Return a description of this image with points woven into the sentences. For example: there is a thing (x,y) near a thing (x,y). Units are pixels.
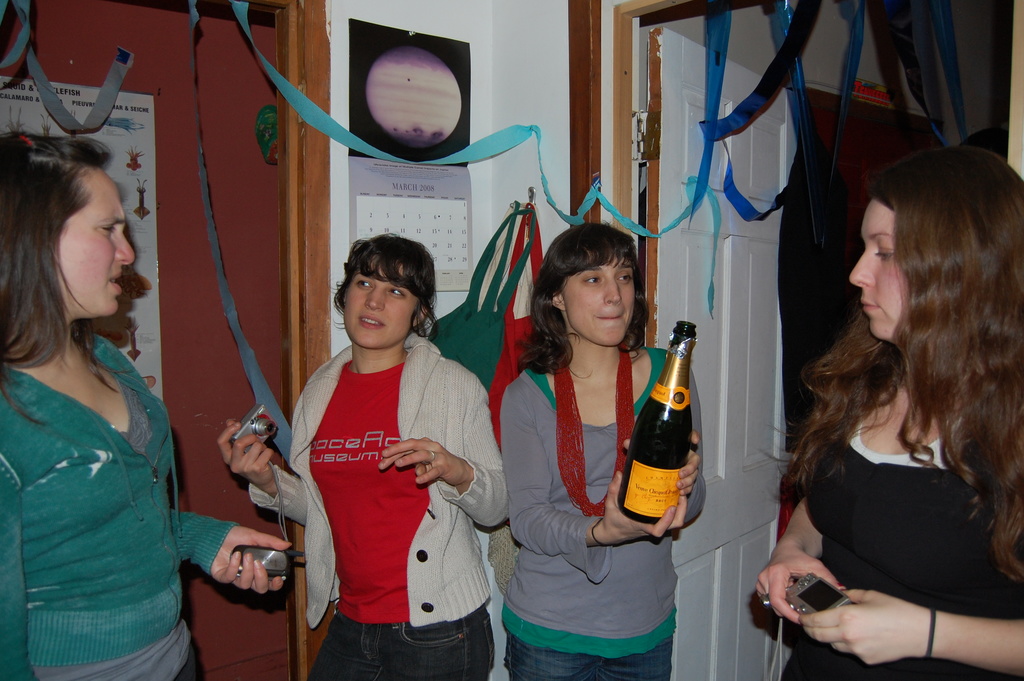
The women (94,499) in the left (110,526) is holding a mobile (242,564) in her hand (231,565) and the women (352,494) beside her is holding a camera (267,427) and the women (518,516) wearing grey dress (536,562) is holding a wine bottle (656,447) and the women (880,548) in the right corner (869,560) is holding a camera (796,594) and there are two doors (777,180) behind them.
